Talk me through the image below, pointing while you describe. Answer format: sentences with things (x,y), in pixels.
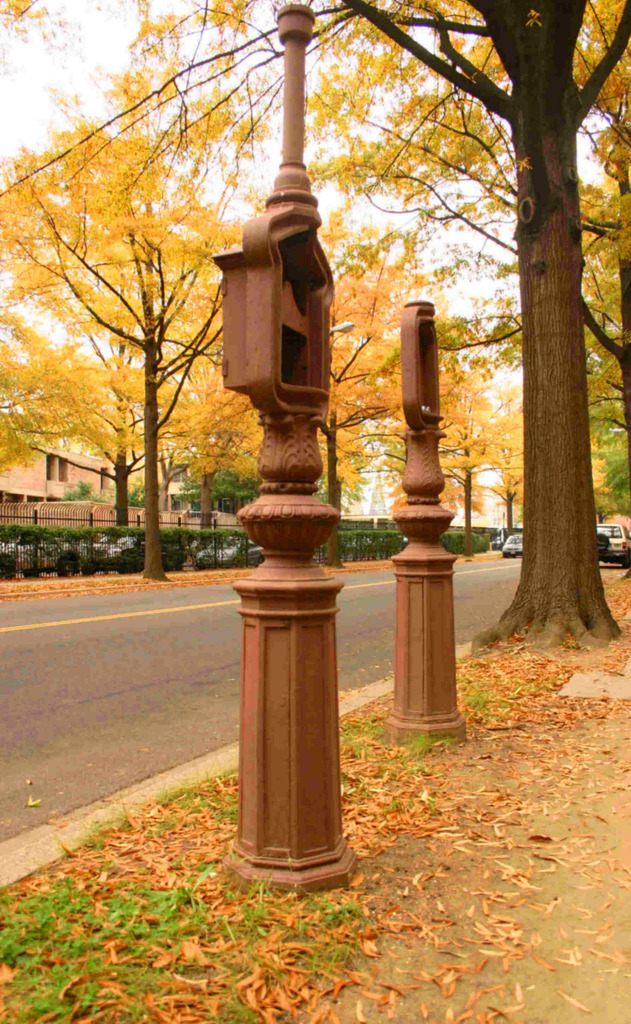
In this image we can see poles (292,608), shredded leaves (449,773), trees (92,451), buildings (112,492), grills (117,553) and motor vehicles (615,539) on the road (230,610). In the background (150,119) there is sky (433,235).
